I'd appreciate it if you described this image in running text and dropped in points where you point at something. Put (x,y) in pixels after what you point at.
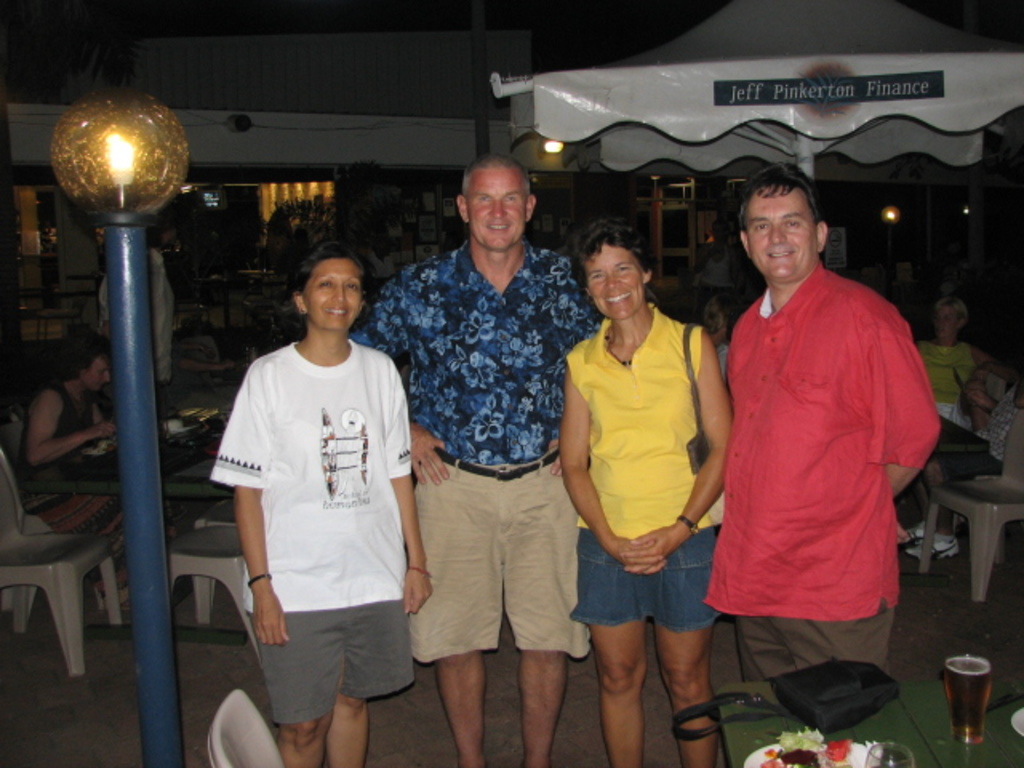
In this image we can see these people (695,563) are standing here and smiling. The background of the image (859,67) is dark, where we can see tables (942,751), chairs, a few things (958,680) kept on the table (998,764), we can see the light pole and tents (867,130) in the background (661,162).
